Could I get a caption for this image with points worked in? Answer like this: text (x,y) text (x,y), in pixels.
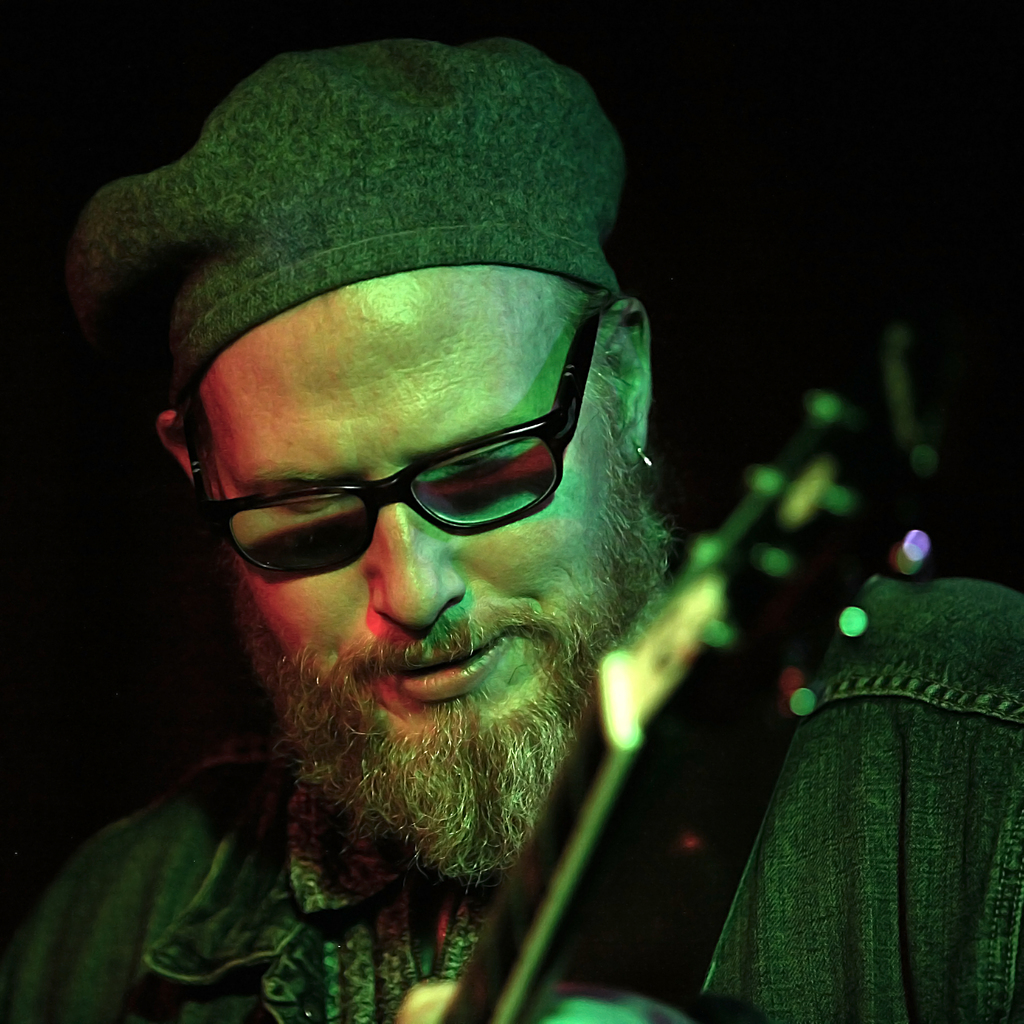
In the image there is a man (403,880) with spectacles (281,513) and a hat (271,178) on his head (497,165). And also here is a musical instrument (829,491). Behind him there is a black background (948,168).
